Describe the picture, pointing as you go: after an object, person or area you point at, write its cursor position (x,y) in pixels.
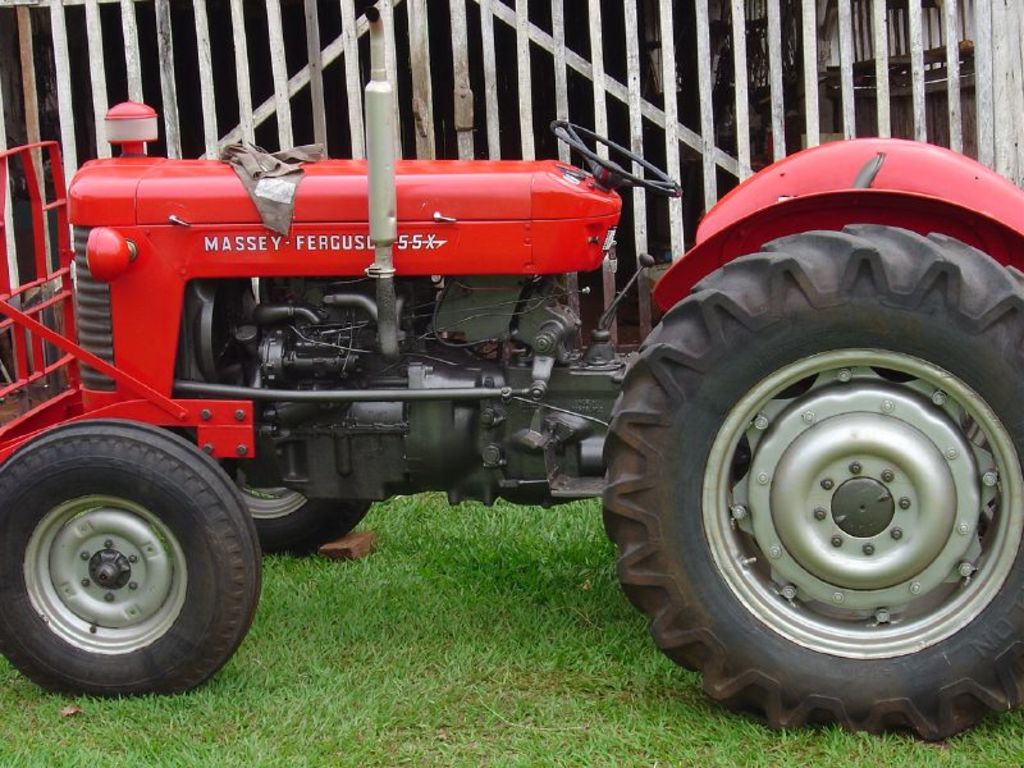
In the center of the image (341,392) we can see a tractor (522,425). In the background of the image (990,77) we can see the fence (955,94). At the bottom of the image (534,628) we can see the ground (580,649).
